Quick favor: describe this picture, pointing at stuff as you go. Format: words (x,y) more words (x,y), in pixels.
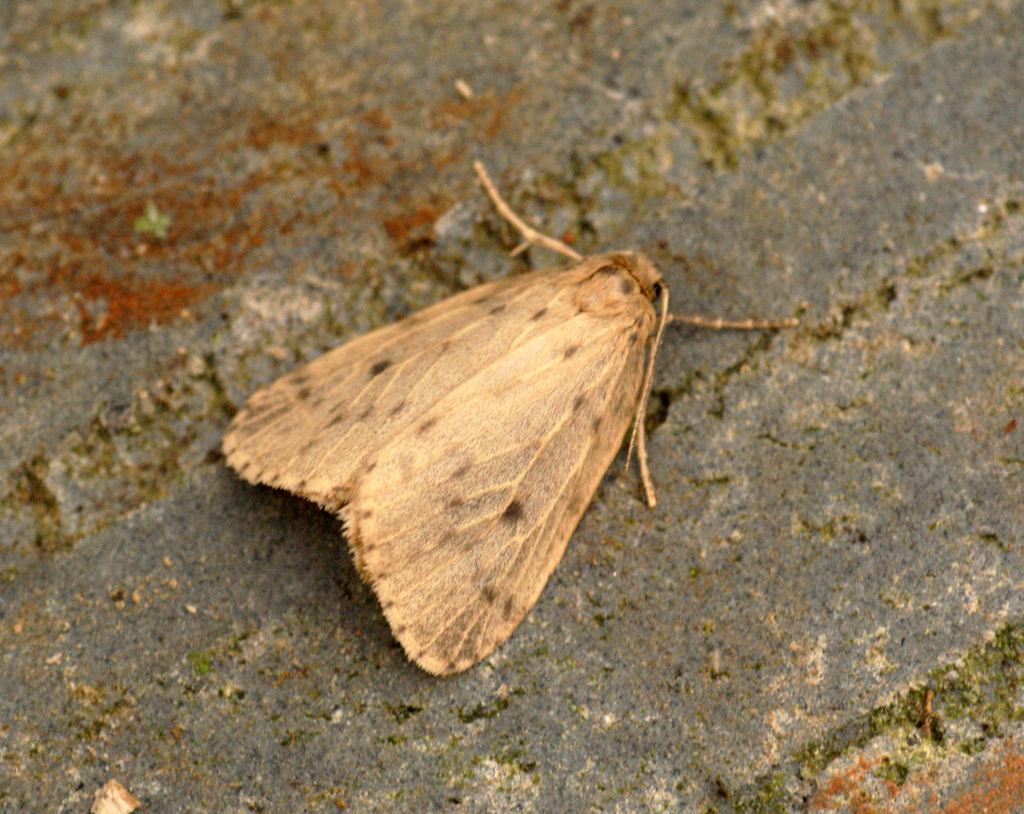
In this image we can see an insect (455,417) on the wall (705,415).
